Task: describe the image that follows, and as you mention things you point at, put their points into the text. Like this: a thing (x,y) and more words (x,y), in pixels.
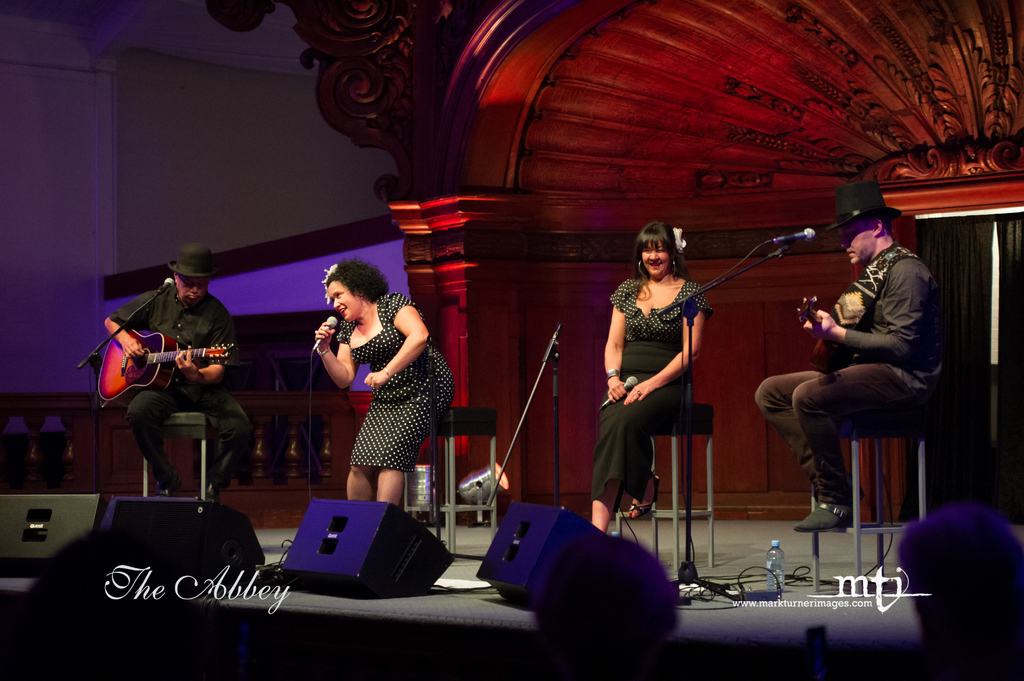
there are two men (889,298) playing guitar (818,354) and two women (364,311) singing songs in a microphone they are presenting a stage show.
